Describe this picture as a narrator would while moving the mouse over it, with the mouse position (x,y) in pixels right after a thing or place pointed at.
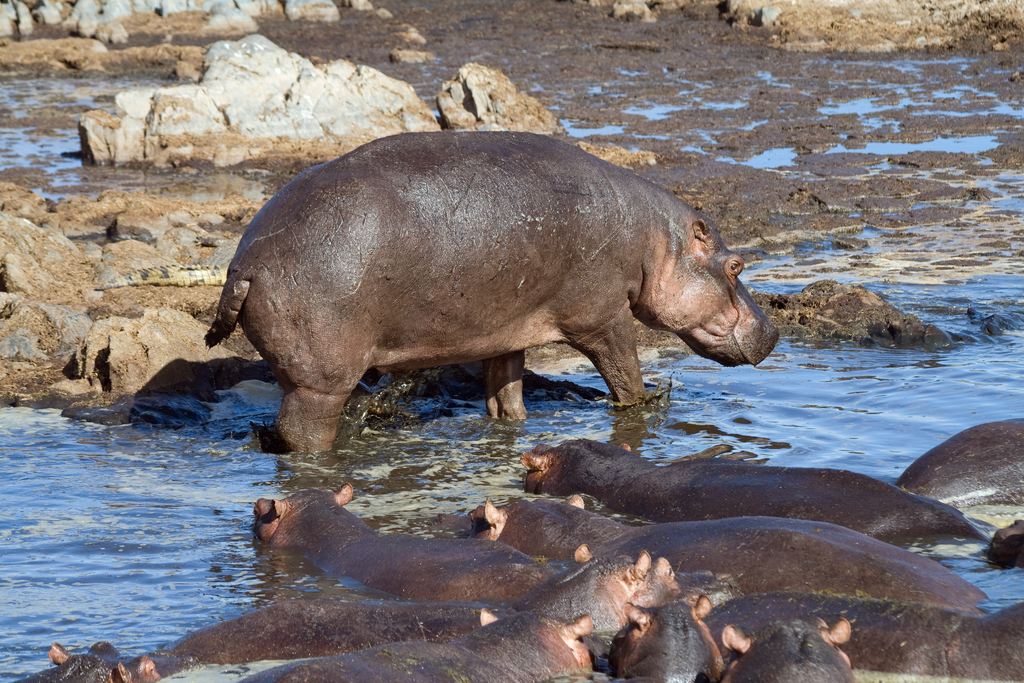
In this image we can see many hippopotamuses (304,430) in the water (289,469). Also there are rocks (300,63).
